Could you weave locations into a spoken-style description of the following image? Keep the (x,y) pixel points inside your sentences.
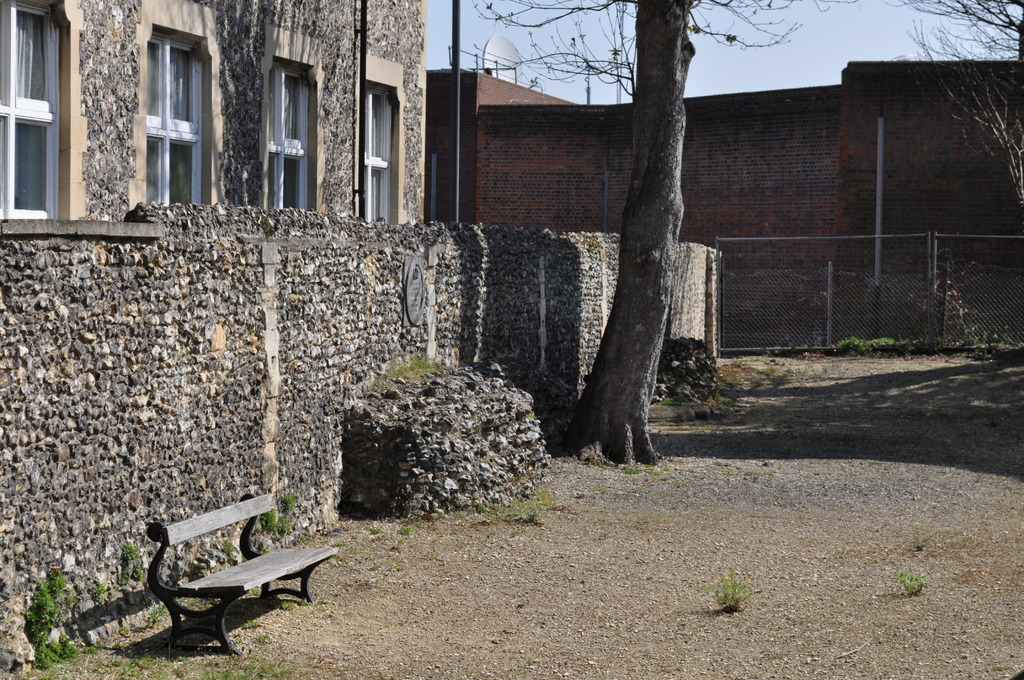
In this image, there are buildings (558,186), poles (455,173), trees (660,77), fence (971,341) and I can see an antenna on top of a building (544,102). In the bottom left side of the image (217,634), I can see a wooden bench (281,567) on the ground (281,616). In the background (604,75), there is the sky (773,70).
